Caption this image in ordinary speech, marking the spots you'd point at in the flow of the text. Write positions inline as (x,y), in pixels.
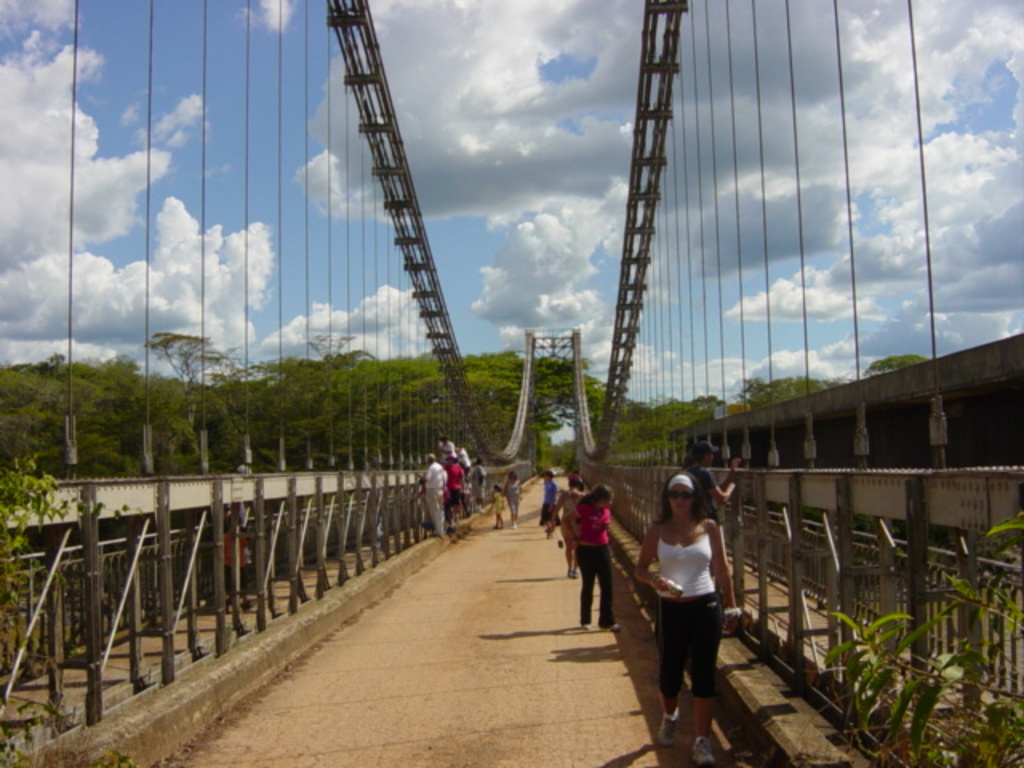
In this image we can see a few people (511,482) standing and few people (568,529) walking on the bridge (274,649). And right side (915,393), we can see the wall (910,407) and left side (123,584), we can see the fence (161,612). And there are plants (933,684), trees (425,370) and cloudy sky (533,157) in the background (608,158).
